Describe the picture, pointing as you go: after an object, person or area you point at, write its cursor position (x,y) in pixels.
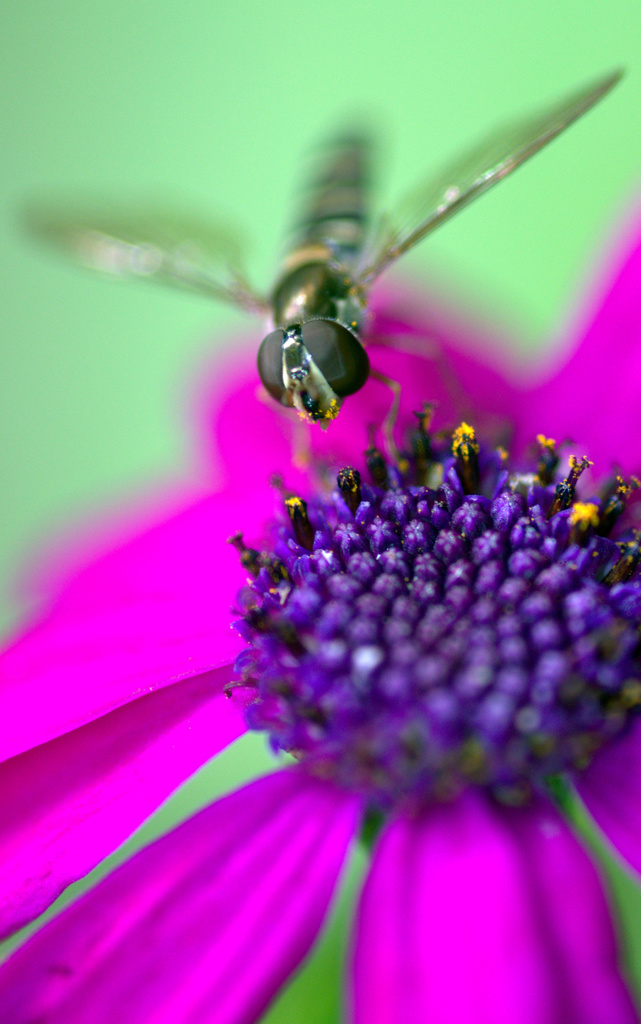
This images consists of a hoverfly (389,440) is sitting on a flower (498,612). The flower (371,626) is in pink color. In the middle (388,638), there are pollen grains (364,712).
